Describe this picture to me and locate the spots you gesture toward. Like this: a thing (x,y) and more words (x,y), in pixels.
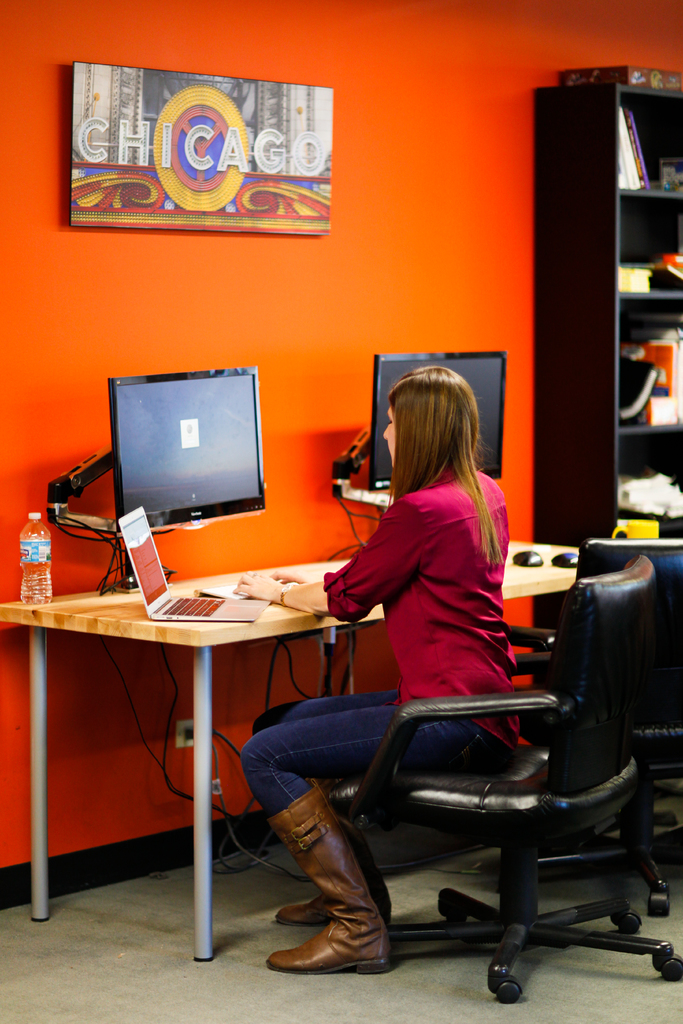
As we can see in the image there is a orange color wall (475,203), photo frame (290,164), rack (602,189) filled with books (623,133), a woman (488,610) sitting on chair (520,759) and a table (243,596). On table (223,636) there is a laptop (194,597), two screens (200,481), water bottle (39,530) and two mouses (565,563).
